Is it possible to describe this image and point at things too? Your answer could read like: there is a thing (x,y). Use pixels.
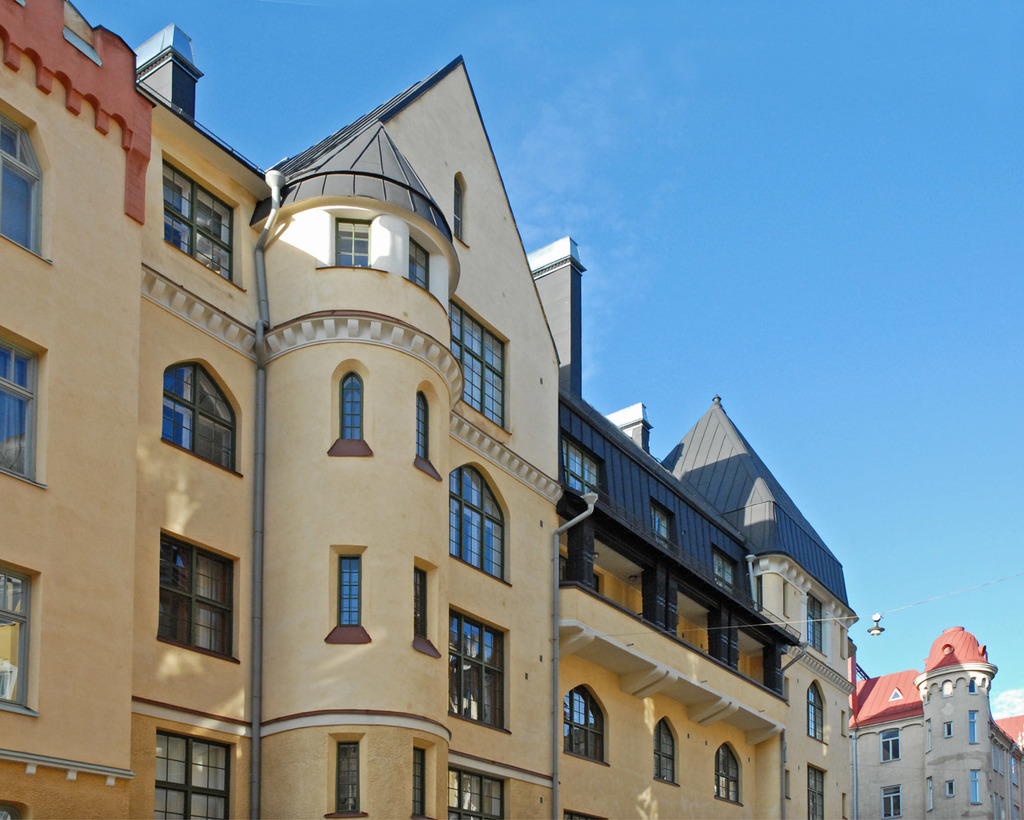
In the image there are buildings (225,690) on the left side (289,687) with many windows (204,619) on it and above its sky (639,124).
